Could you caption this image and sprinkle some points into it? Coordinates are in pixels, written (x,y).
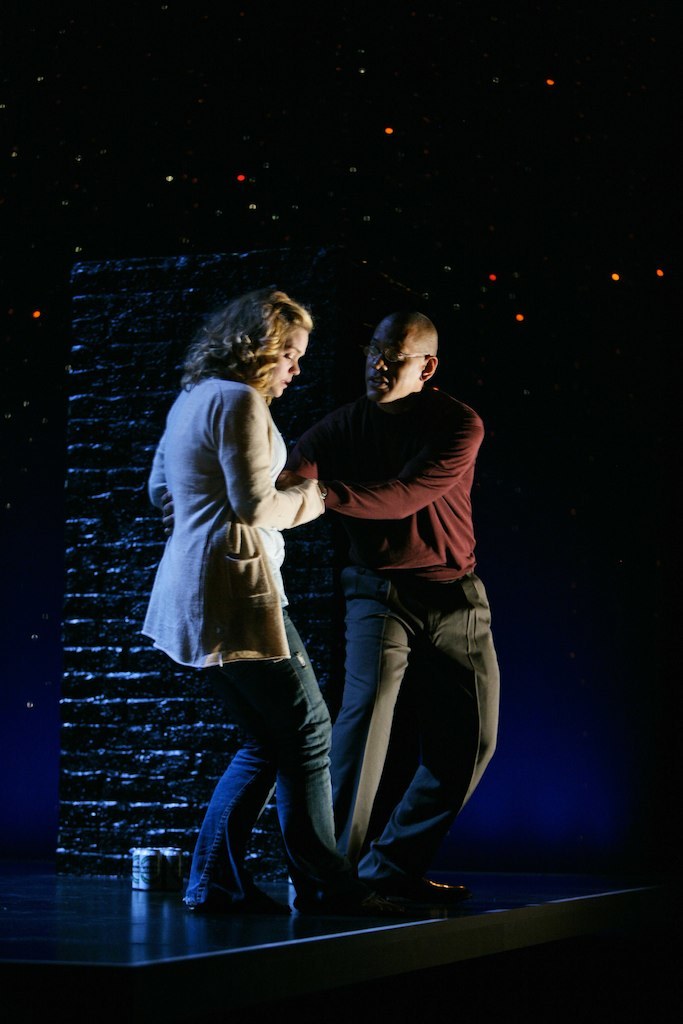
In this image I can see a woman (288,691) is held by the man (357,565), she wore coat (207,515), trouser (308,665). Beside her there is man (389,559), he wore shirt (417,527), trouser (395,665), shoes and spectacles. Behind them it looks like a building (159,561).
